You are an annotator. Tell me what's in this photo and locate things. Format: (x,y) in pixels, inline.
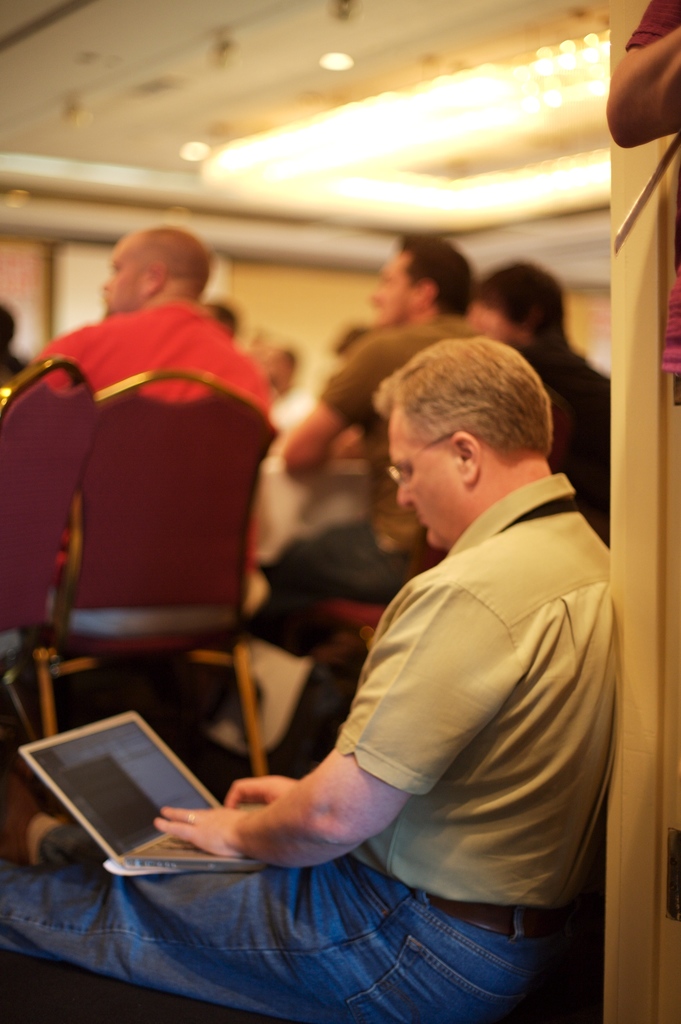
In the foreground of the picture (355,799) there is a person (500,524) using a laptop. In the center of the picture (391,370) there are people (466,285) and chairs (192,376). At the top (391,106) there are lights (423,165). On the right (625,43) we can see a person's hand (654,61) and wall (628,428).
